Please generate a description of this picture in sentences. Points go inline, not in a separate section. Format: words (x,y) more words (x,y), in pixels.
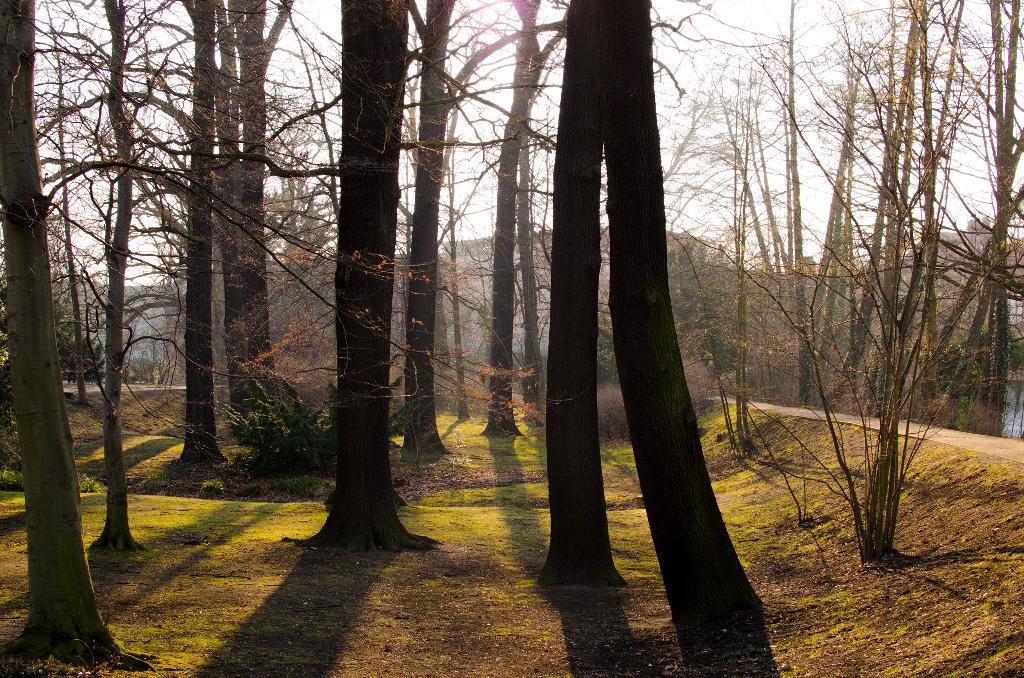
This image is taken outdoors. At the bottom of the image (399,622) there is a ground (190,595) with grass (206,576) on it. In this image there are many trees (562,349) and plants (265,432) on the ground (110,589). At the top of the image (743,26) there is a sky (306,37). On the right side of the image (973,448) there is a road (767,407).
